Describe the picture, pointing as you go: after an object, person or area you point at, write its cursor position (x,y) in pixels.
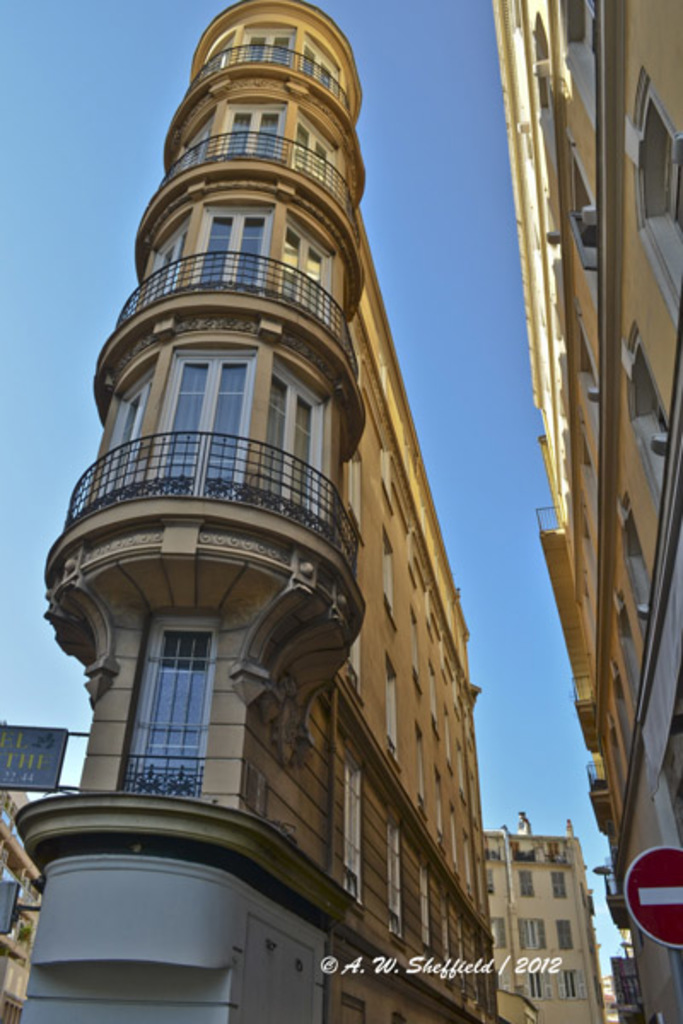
In the middle of the picture (374,545), we see a five storey building (229,676). It has windows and railings (221,496). On the right side (639,906), we see a building (653,975) and a red color board (646,906). There are buildings (569,882) in the background (535,969). At the top of the picture (87,291), we see the sky (115,292), which is blue in color.
